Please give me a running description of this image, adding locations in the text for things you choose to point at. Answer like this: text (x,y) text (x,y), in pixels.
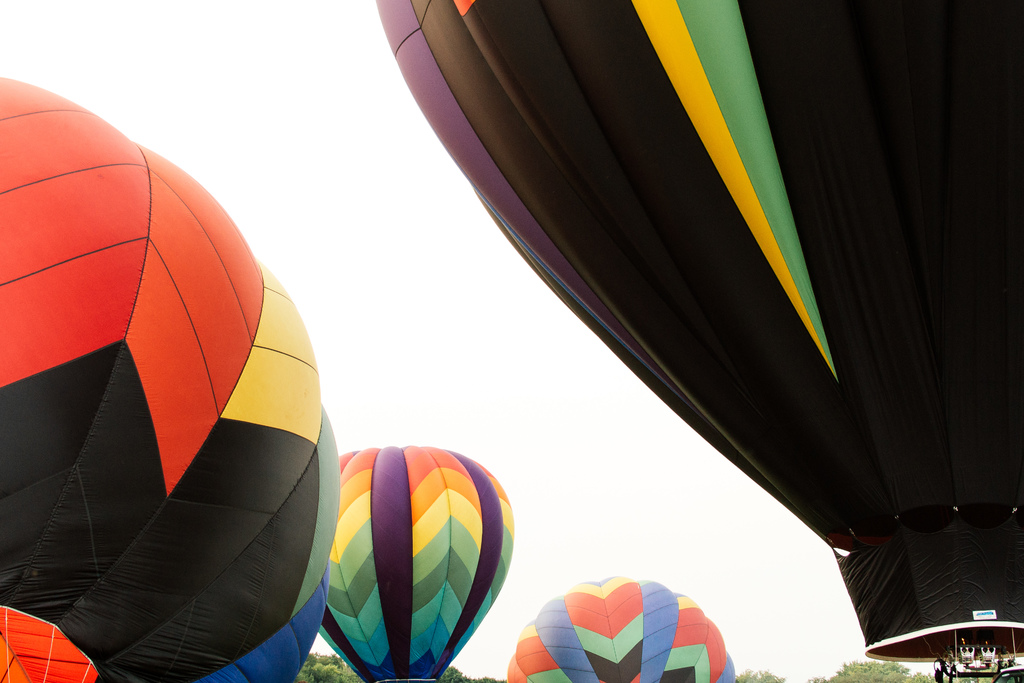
In this picture I can observe hot air balloons (412,507). They are in orange, red, black, yellow and green colors. In the background (306,667) there are trees (752,681) and a sky (373,321).
